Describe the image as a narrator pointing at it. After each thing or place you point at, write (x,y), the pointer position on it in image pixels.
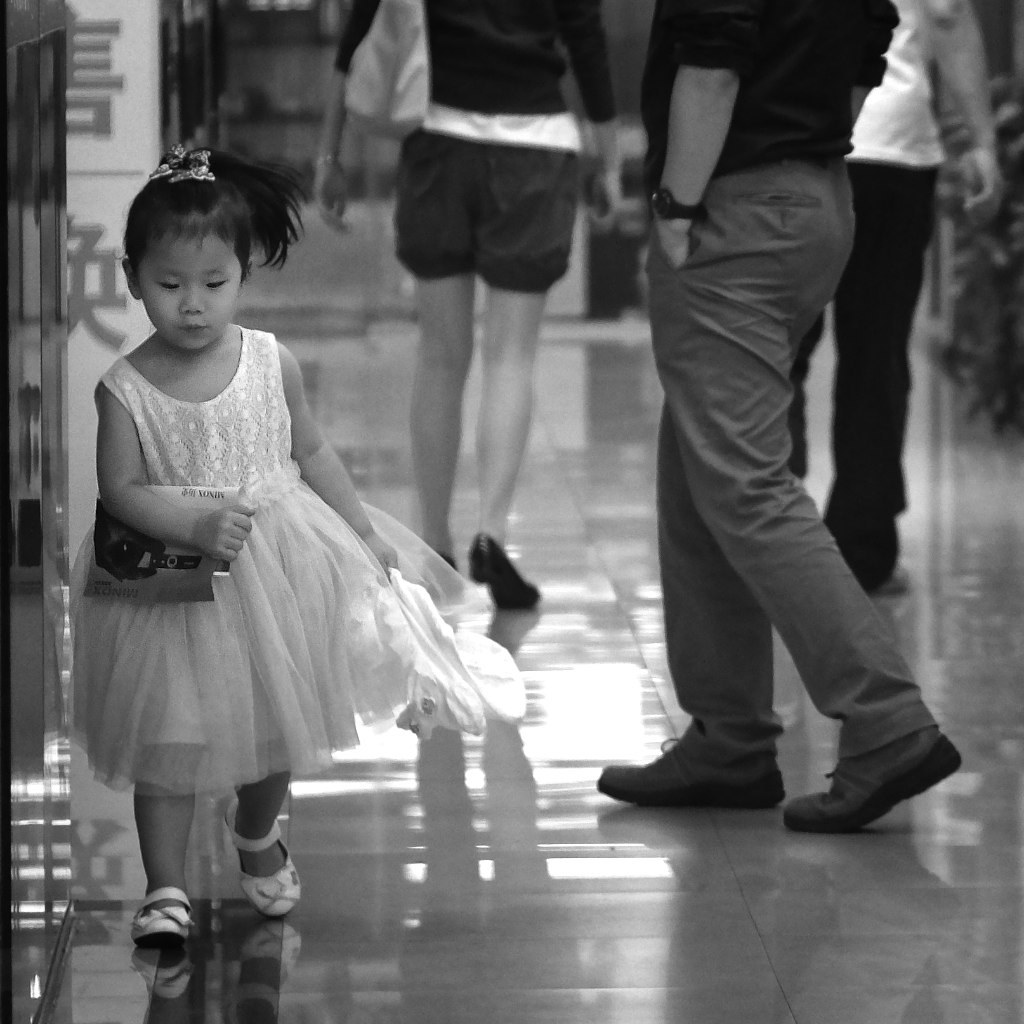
In this image I can see the person (227,714) walking. In the background (511,492) I can see few other people (465,264) and the image is in black and white.
